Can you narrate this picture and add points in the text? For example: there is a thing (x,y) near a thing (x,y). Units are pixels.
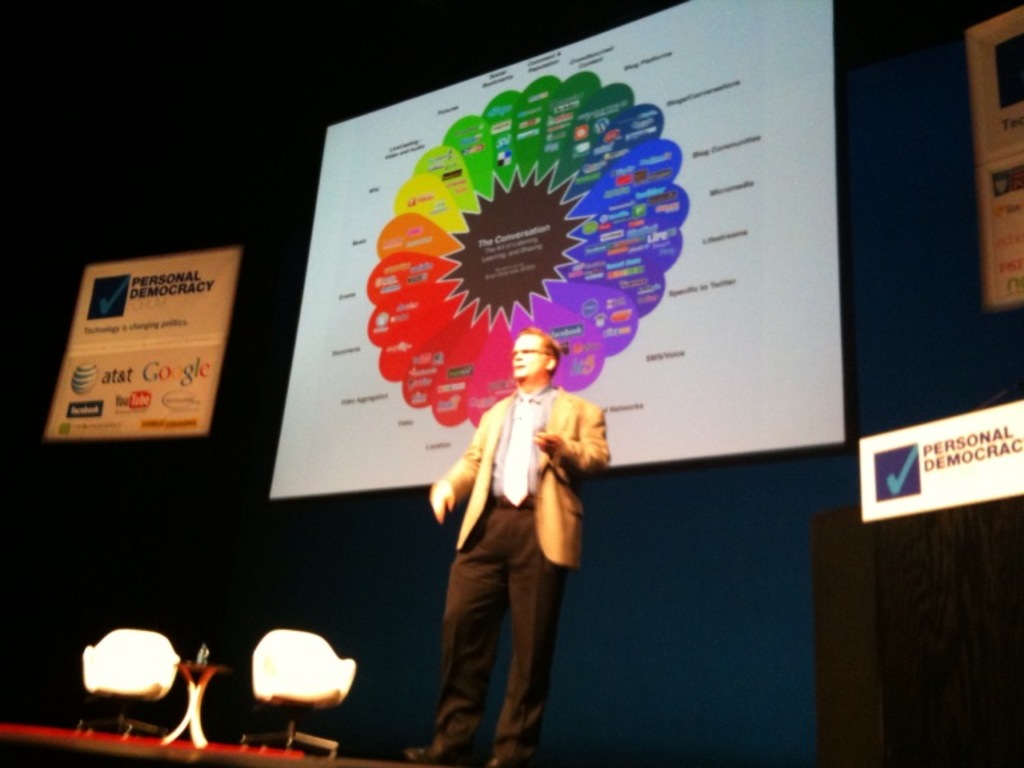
In this image we can see a person (463,630) standing wearing a suit (468,637). There are two chairs (177,659). There is a table (188,717). In the background of the image (699,8) there is a screen (756,93) with some text (672,197) on it.
